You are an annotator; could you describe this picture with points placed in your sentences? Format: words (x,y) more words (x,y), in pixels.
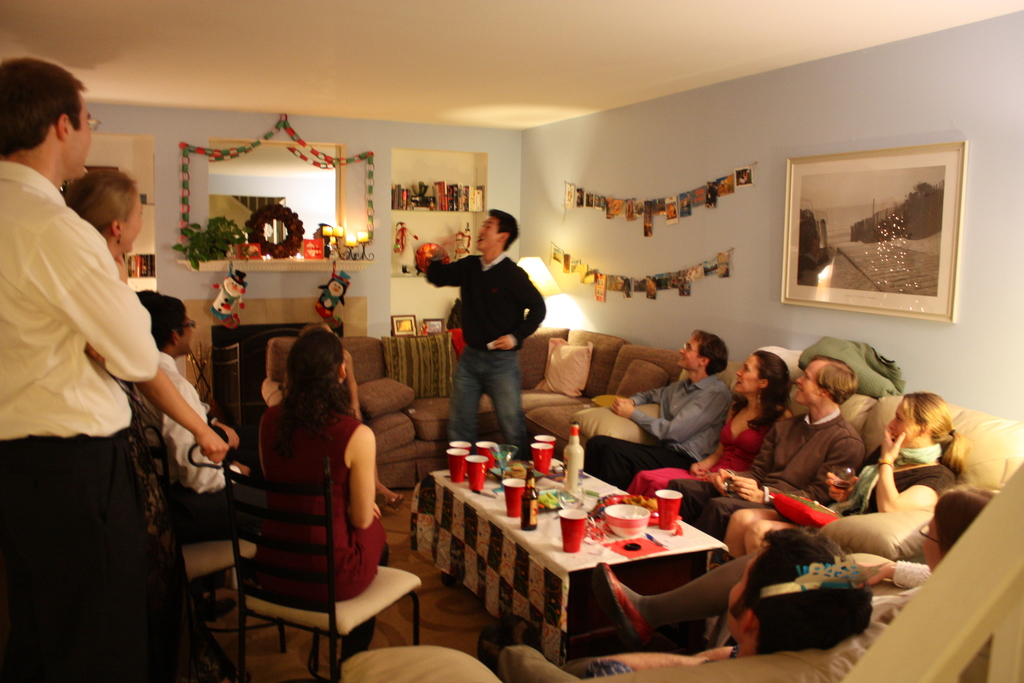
In this image I can see the group of people (749,464) are sitting on the couch (731,662) and few are standing. In front of these people (699,451) there is a table (572,559). On the table (660,560) there are cups (578,518) which are in red color, bowls (631,532), glass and the bottles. On the couch (548,339) there are cushions (641,367). In the back (342,235) there are toys (324,300) hanging, lamps (327,250) and some decorative objects (215,219). There is shelf (402,216) and some objects (403,201) inside it. To the wall (692,250) there is a frame (859,232) and the cards (588,205).
